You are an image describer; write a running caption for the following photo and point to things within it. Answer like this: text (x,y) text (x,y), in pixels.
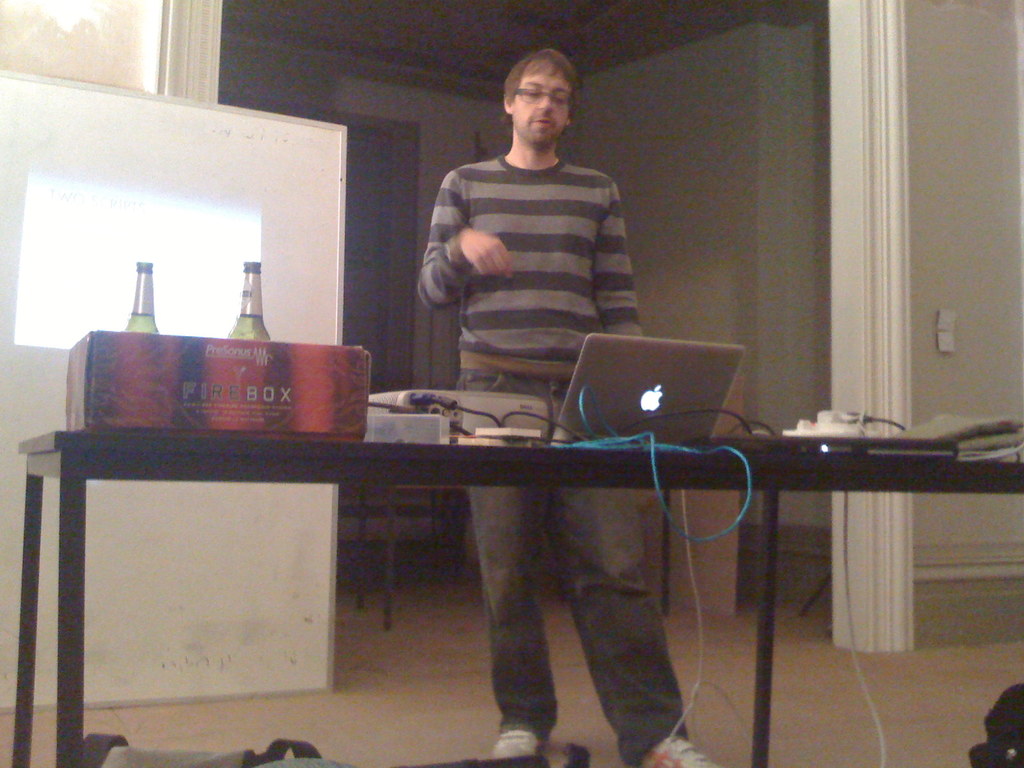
In this picture we can see a table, there is a laptop (672,374), a switch board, a projector (468,421), two bottles (249,332), a box (260,397) present on the table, we can see a man (522,363) standing in front of the table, on the left side (177,169) there is a projector screen (86,217), in the background (739,231) there is a wall (783,179).
